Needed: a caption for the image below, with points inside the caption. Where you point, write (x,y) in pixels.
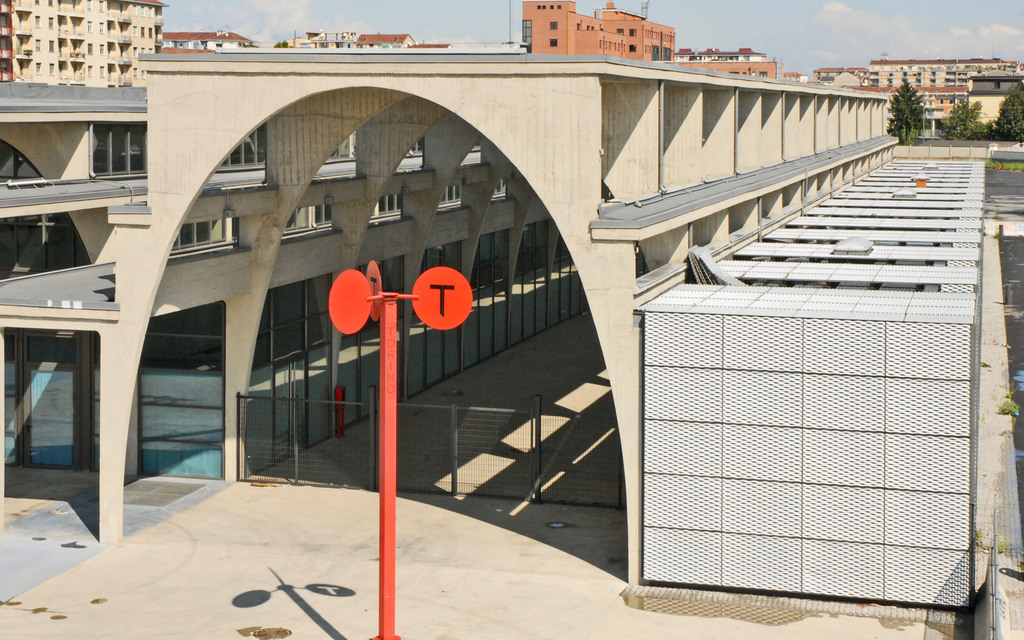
In this image, there are buildings (901,211), boards (353,328) to a pole (383,379) and there is a gate (317,420). On the right side of the image (921,134), I can see the trees (901,114). In the background (875,6) there is the sky (836,11).
